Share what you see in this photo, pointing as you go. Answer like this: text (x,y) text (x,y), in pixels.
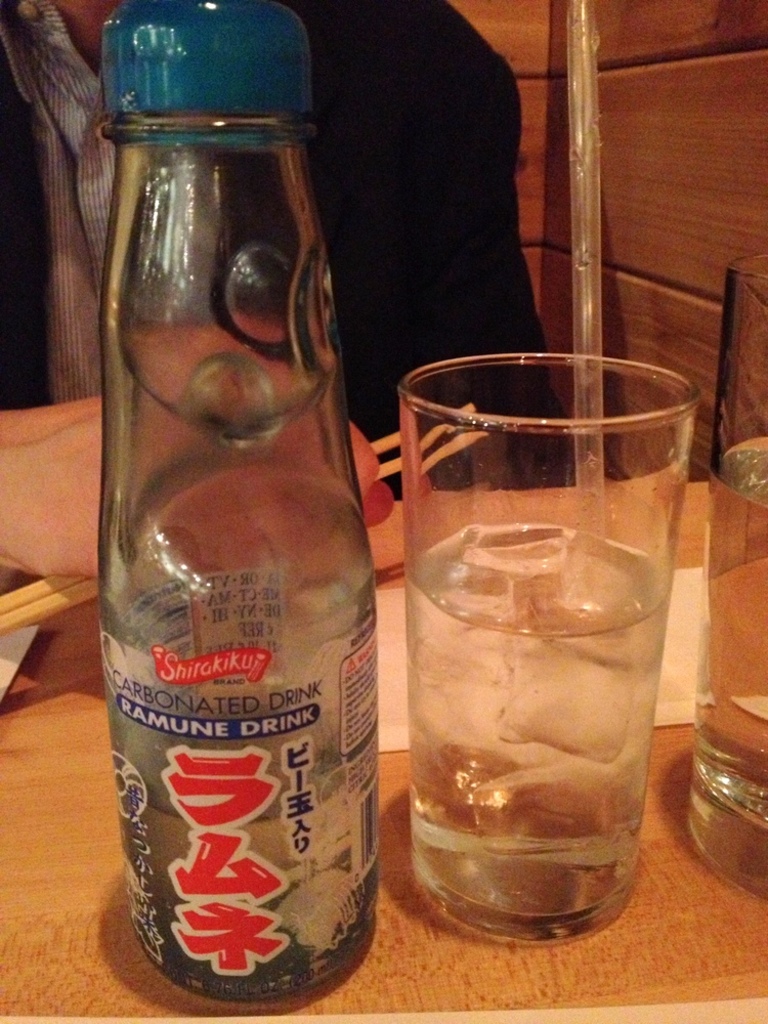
On this table (107,921) we can able to see glasses (583,738), bottle (352,670) and paper (382,660). In-front of this table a person (348,371) wore suit (398,346) and holding chopsticks (433,434).
